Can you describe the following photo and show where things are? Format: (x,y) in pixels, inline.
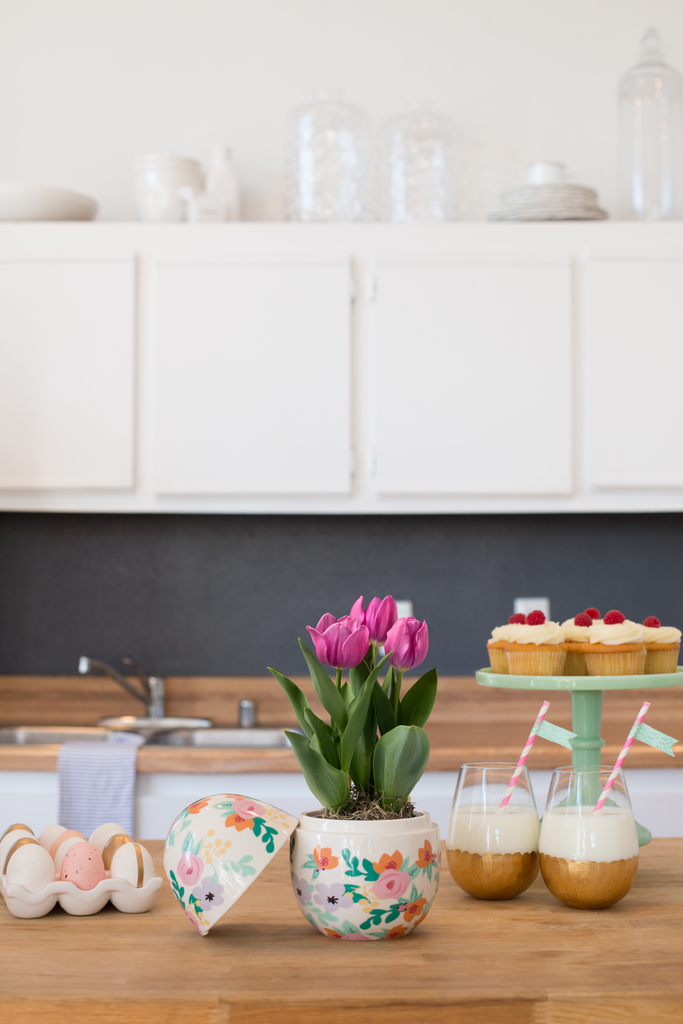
In this image there is a kitchen counter (419,933) on that there are eggs (73,839), pot (375,880) with plants (383,796), glasses (558,817), cupcakes (565,639), in the background (224,729) there is a sink (87,737), on the top (26,300) there is a cupboard (609,237) on that cupboard (618,237) there are glass items (453,191).
